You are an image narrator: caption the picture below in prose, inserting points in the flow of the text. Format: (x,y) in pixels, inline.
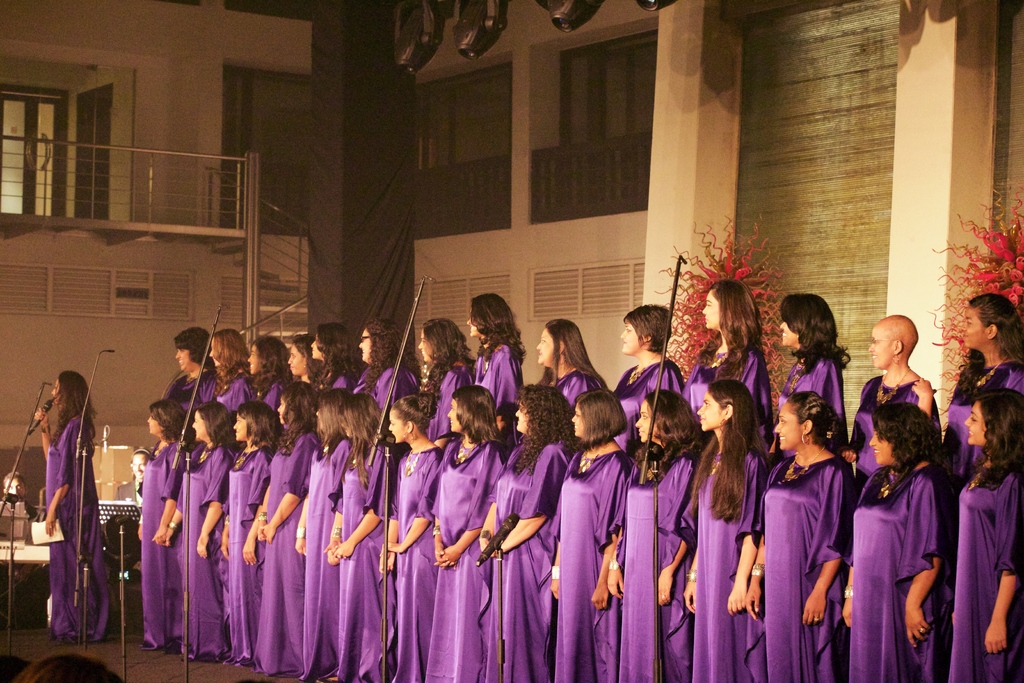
This is the picture of a place where we have some ladies (631,439) who are wearing some gowns (270,617) and around we can see some windows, fencing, plants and some stands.
